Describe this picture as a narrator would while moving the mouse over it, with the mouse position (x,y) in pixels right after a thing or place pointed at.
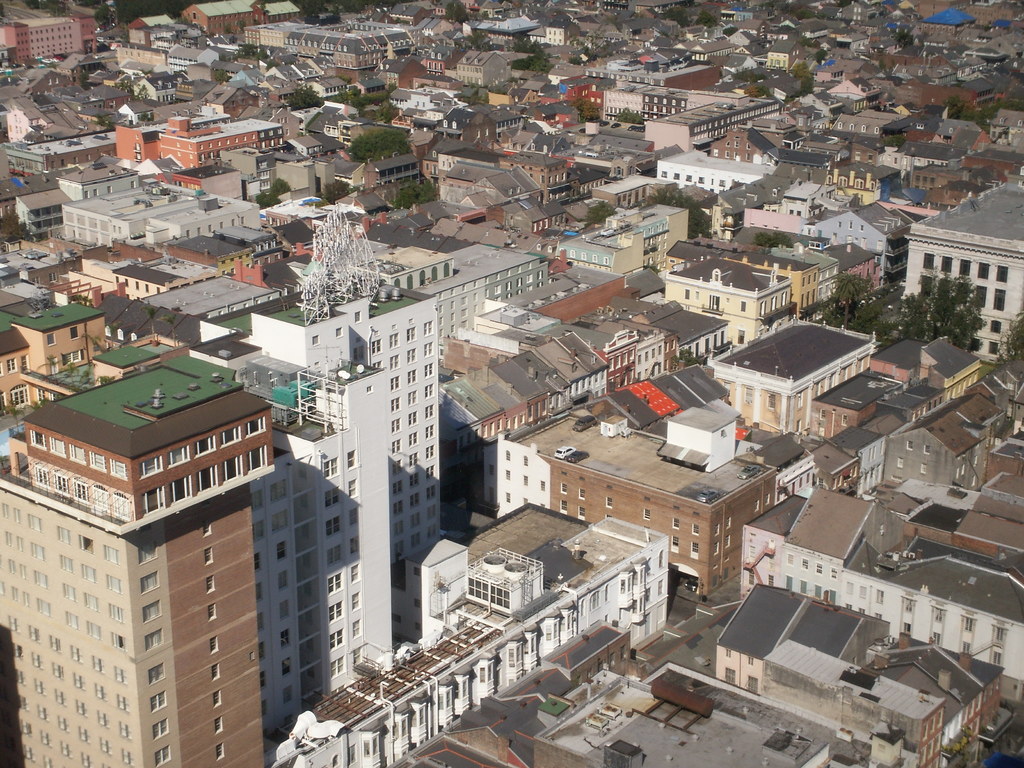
At the bottom of the picture (559,649), we see the buildings (914,680) There are buildings (687,274), cars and trees (307,101) in the background (435,130). This picture is clicked in the city (533,321).
